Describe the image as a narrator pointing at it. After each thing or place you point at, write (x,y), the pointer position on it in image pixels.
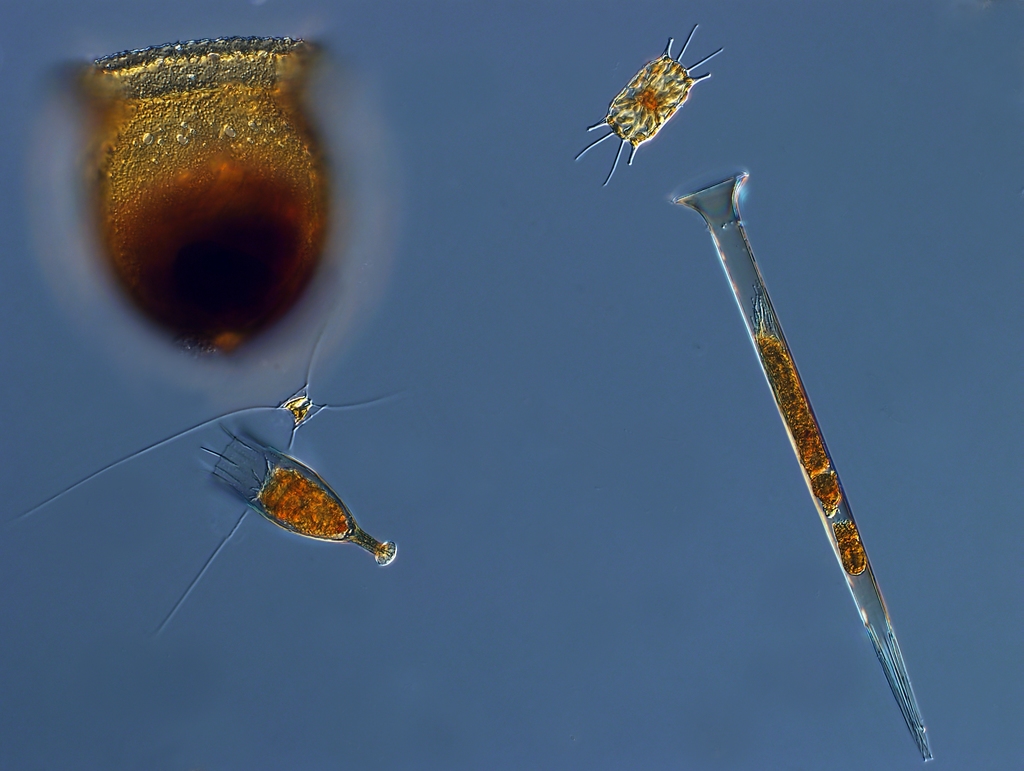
In this image we can see microorganisms (756,305).
